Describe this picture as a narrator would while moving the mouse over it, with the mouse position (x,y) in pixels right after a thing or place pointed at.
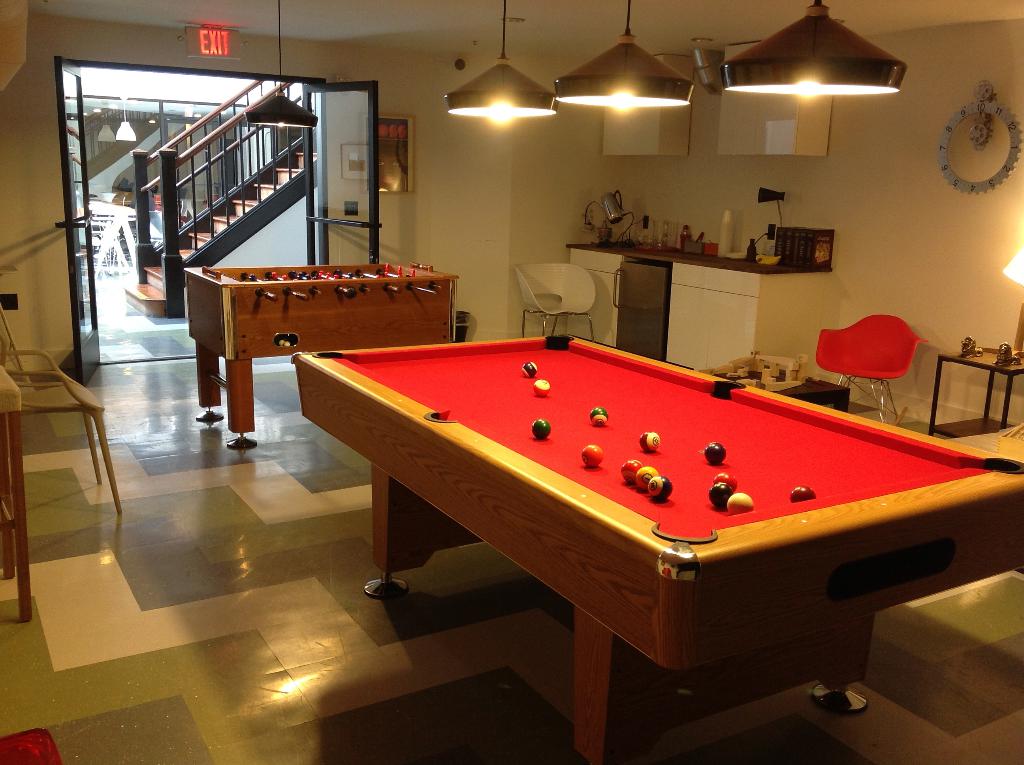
This is a wooden glass door (78,267) which is used to enter into the room (415,230). Here we can see a snooker game board (726,575) on the right side (750,636) with lighting arrangement (900,73) on to the roof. Here we can see chairs (838,345) and a wooden table (1008,400).
